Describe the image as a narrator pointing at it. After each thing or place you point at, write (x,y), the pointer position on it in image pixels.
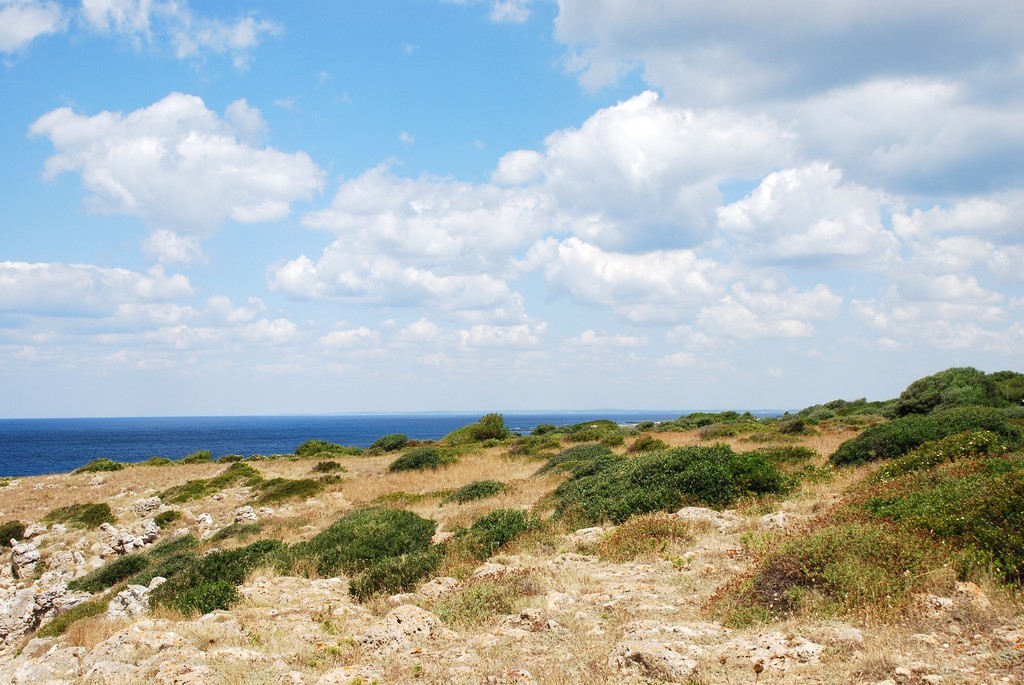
This picture is clicked outside the city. In the foreground (385,570) we can see the grass (457,544) and plants (811,416). In the background (148,447) there is a water body (141,432) and the sky (396,99) with some clouds (617,214).
